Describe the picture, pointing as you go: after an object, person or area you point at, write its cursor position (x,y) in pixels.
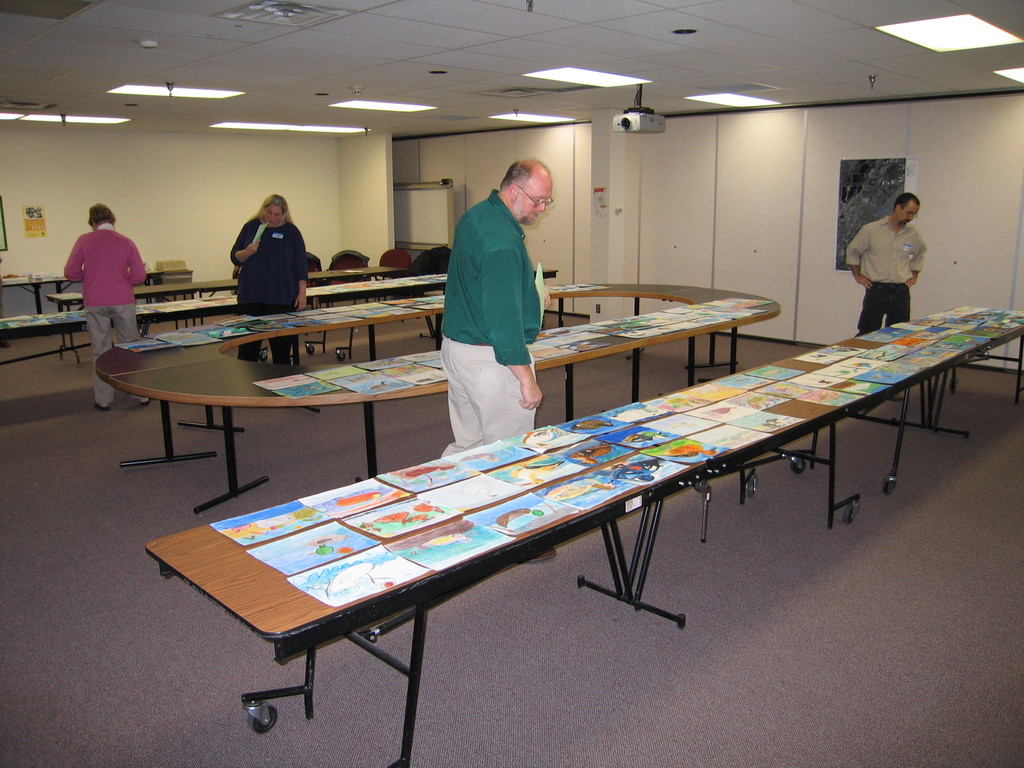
This picture is taken in a room (655,394). The room (660,381) is filled with the tables (543,533) and chairs (414,264). On the table (251,370), there are some drawings (390,498), towards the right (888,257) there is a person (891,243), he is wearing a cream shirt (878,243), black trousers (864,300). In the middle (444,450), there is another person (512,319), he is wearing a green shirt (501,301) and cream trousers (489,381). Besides him there is a woman (256,284), she is wearing a blue t shirt (273,272) and black trousers (255,314). Towards the left (102,273) there is another person (144,403) wearing pink t shirt (94,298) and cream trousers (102,342). In the background (415,237) there are chairs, board (410,225). To the top (426,54) there is a ceiling (583,19) with lights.
